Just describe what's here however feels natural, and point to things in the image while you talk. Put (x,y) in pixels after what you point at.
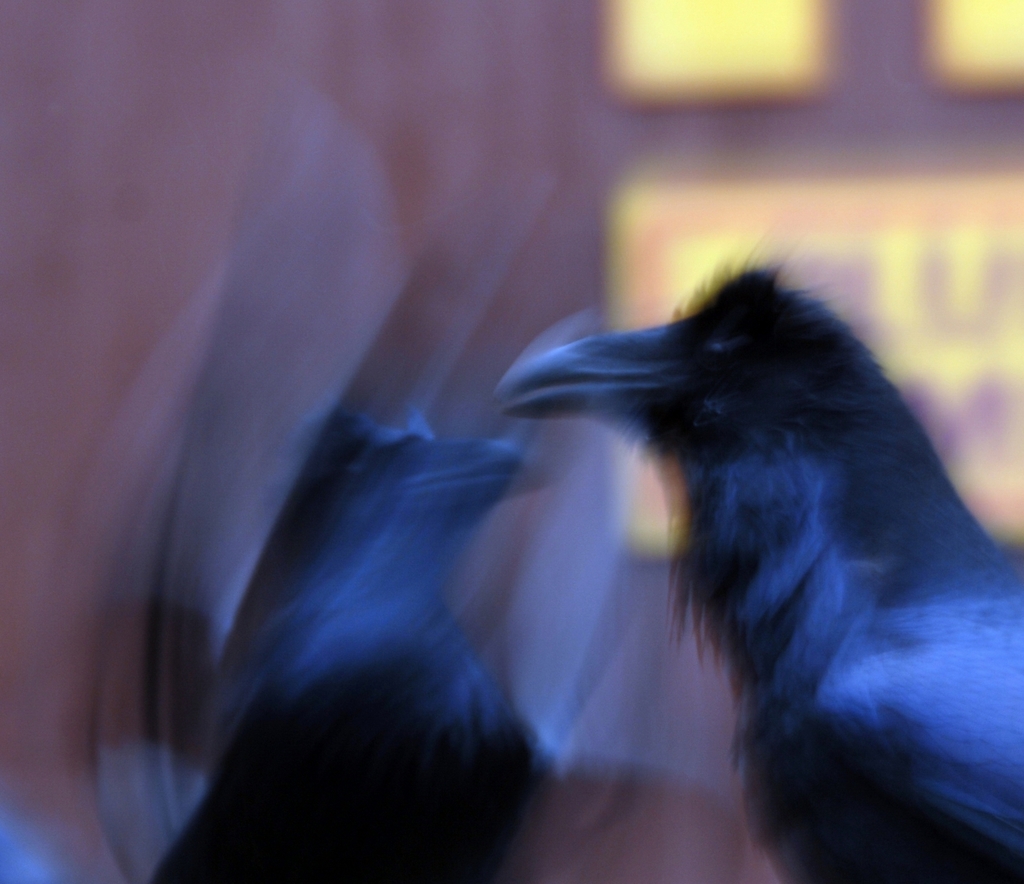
There is a blur image and here we can see two birds (1006,765).
